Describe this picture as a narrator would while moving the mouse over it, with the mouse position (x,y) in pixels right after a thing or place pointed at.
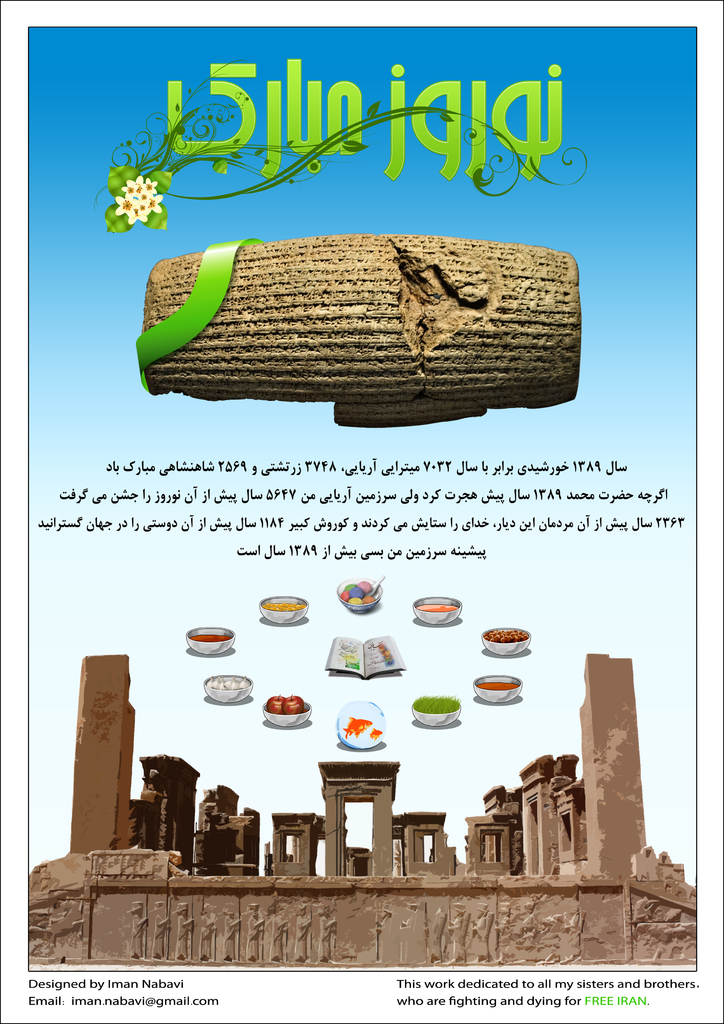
In this image I can see the pamphlet (157,655). In the pamphlet (189,780) I can see the bowl (297,719) with many food items (289,610) and the book (352,671). At the down I can see the fort (342,895). I can also see the brown color object (272,315). I can also see the text (383,556) written in the pamphlet (306,152).
